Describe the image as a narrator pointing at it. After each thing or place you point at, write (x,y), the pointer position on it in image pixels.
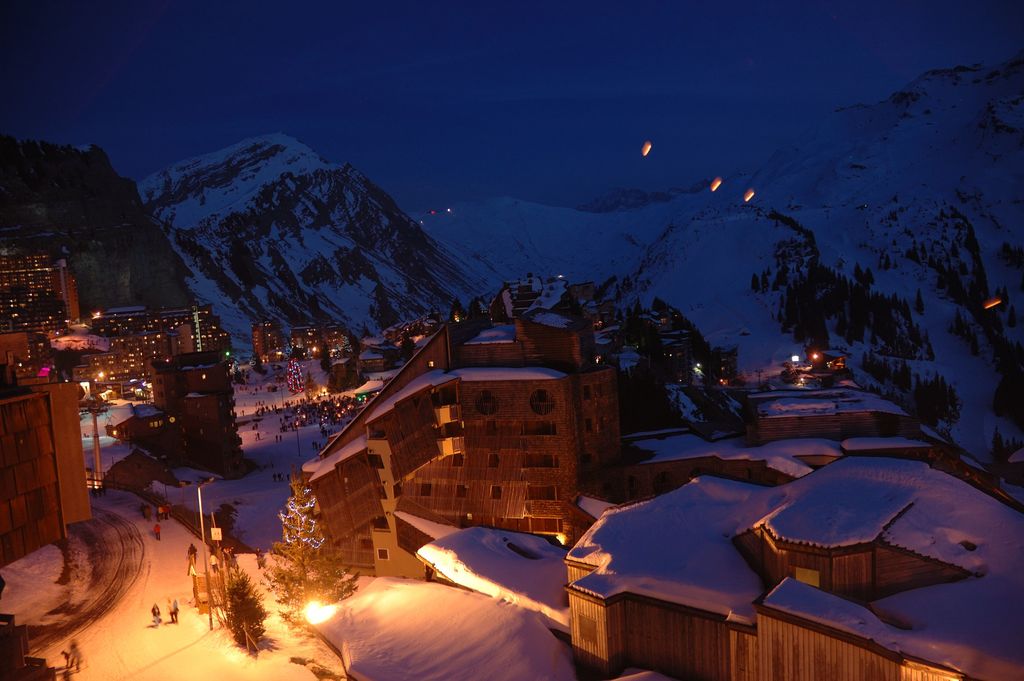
In this image there are some buildings (445,440) in middle of this image (522,429) and there are some mountains (579,272) in the background (444,234) and there is a sky (479,96) on the top of this image (458,61) and there are some persons (174,613) standing on the bottom left side of this image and there is a tree (343,596) in the bottom of this image (344,584).
